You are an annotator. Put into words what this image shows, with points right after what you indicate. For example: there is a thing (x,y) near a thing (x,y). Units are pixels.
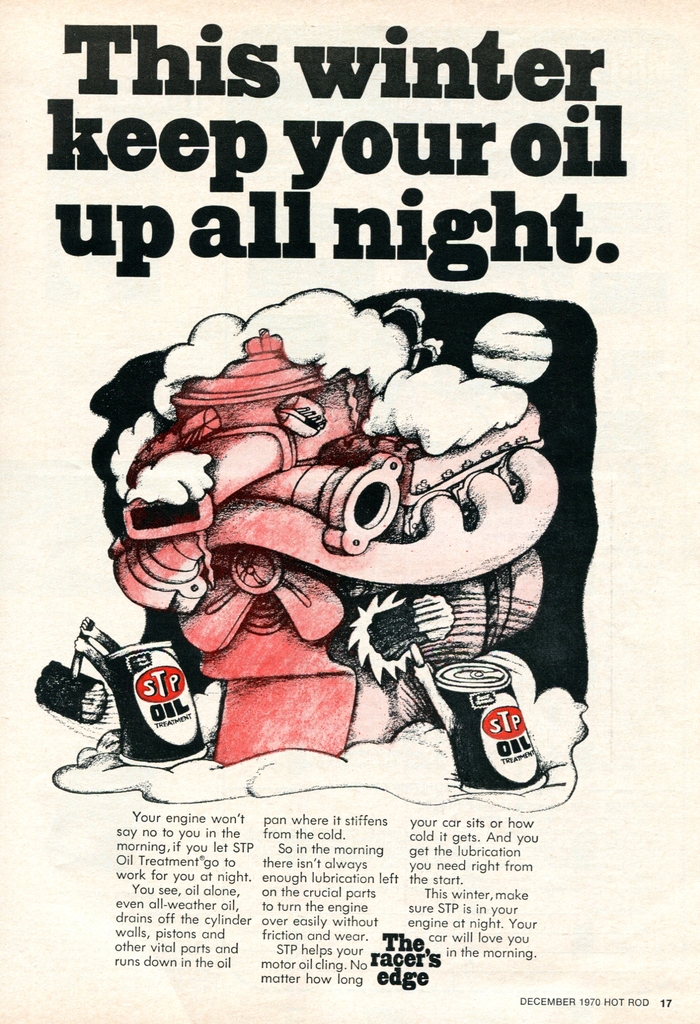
In the picture we can see a magazine (437,716) with a cartoon image (554,699) and some information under it.
